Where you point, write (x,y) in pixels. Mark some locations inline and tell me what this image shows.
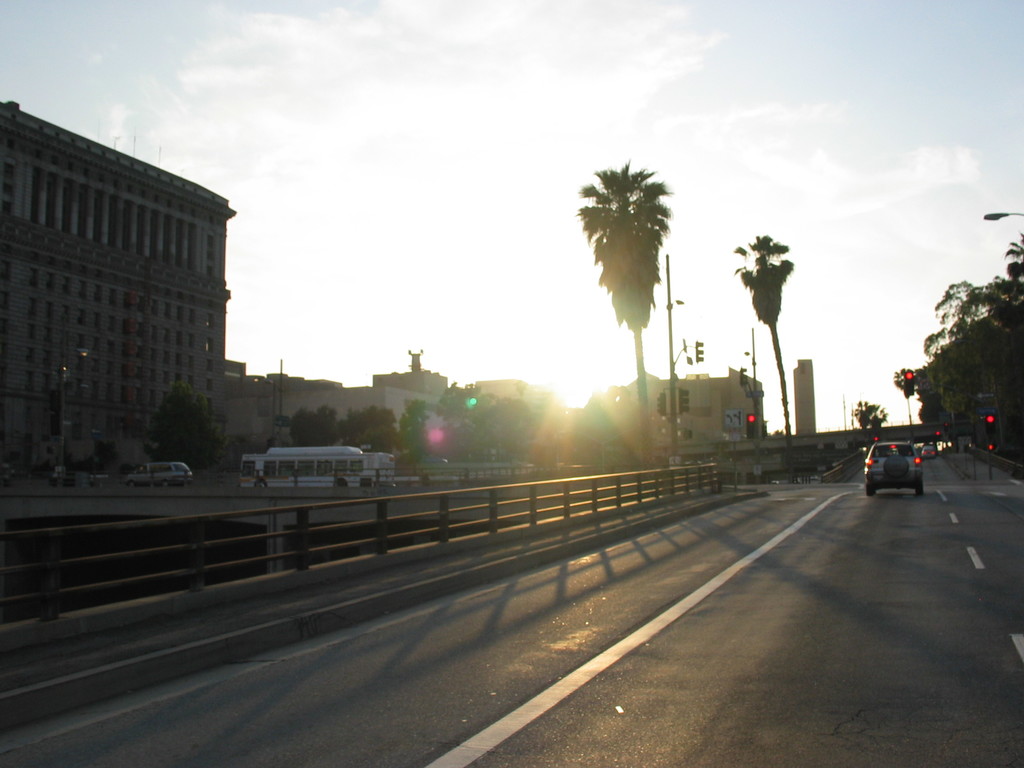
In this image we can see roads (760,649). Also there are vehicles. And there is a railing (418,532). There are trees (492,447). Also there are buildings (417,376) and traffic signals (754,430). In the background (738,141) there is sky (544,137) with clouds (578,122).
